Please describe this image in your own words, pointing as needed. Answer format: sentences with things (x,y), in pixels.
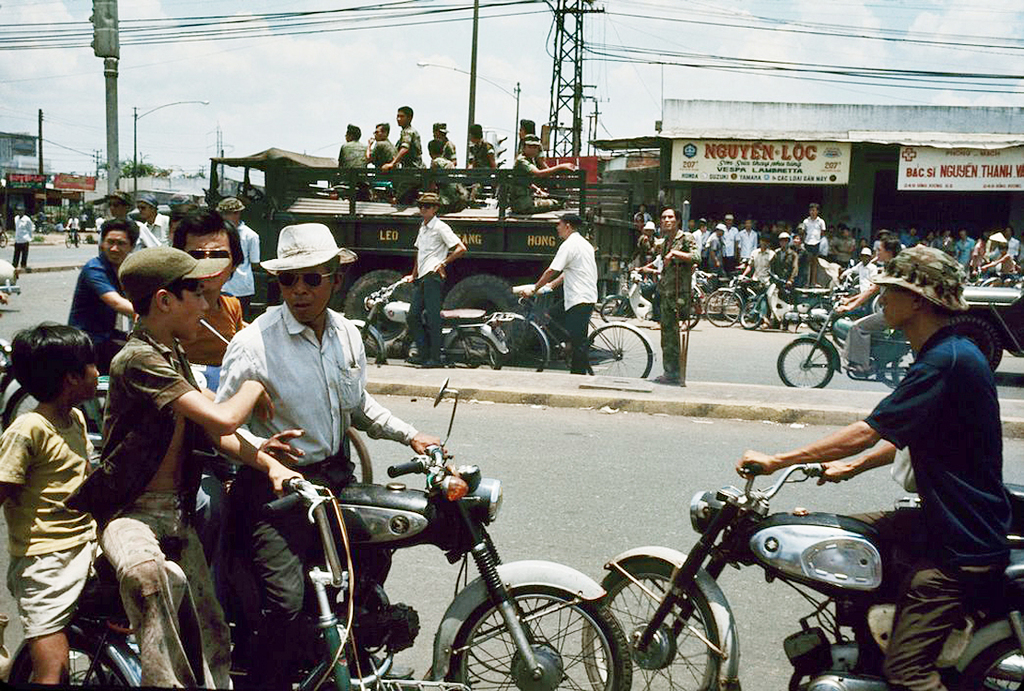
This picture shows a road (398,353) and we see few vehicles (408,255) and few people (875,265) moving on motorcycle (806,519) and a truck (286,163) carrying men (414,154) and a few stores (724,182).
